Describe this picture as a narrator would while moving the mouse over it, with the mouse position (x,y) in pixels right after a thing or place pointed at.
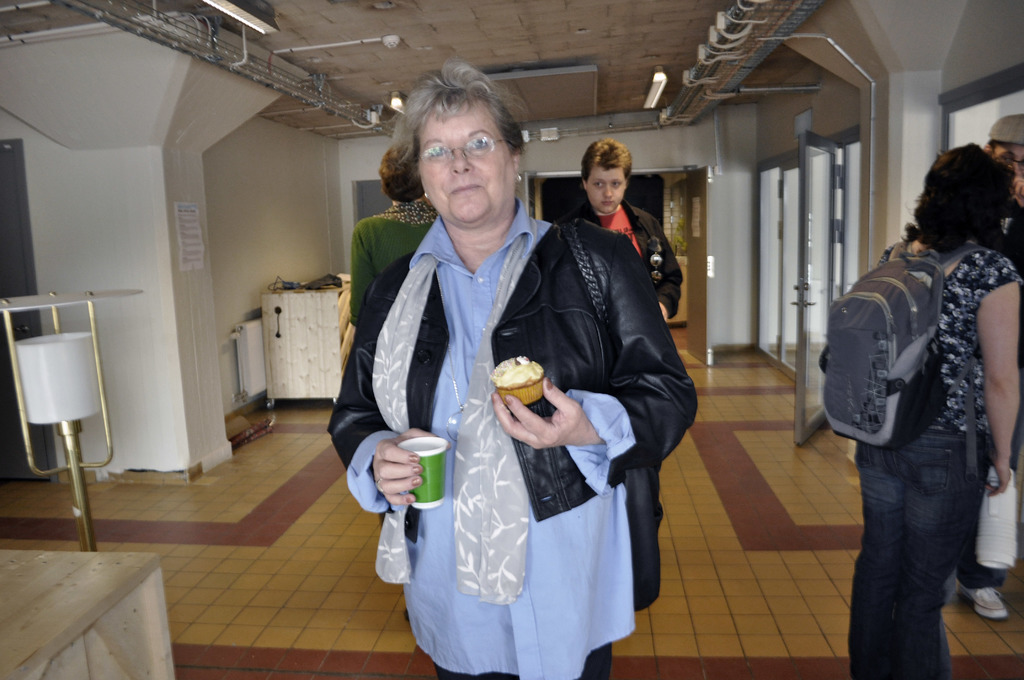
In the center of the image (363,394) there is a lady (560,349) wearing a jacket (376,412) holding a glass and food item (497,370) in her hand (408,452). In the background of the image (599,190) there are people (600,179). At the bottom of the image (719,637) there is floor (722,649). There is a wooden table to the left side of the image (72,553). There is a light (77,500). At the top of the image (643,58) there is ceiling (255,39) with rods (270,77). In the background of the image (572,185) there is a door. To the right side of the image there is a door (807,415). There are people (890,667) standing.
